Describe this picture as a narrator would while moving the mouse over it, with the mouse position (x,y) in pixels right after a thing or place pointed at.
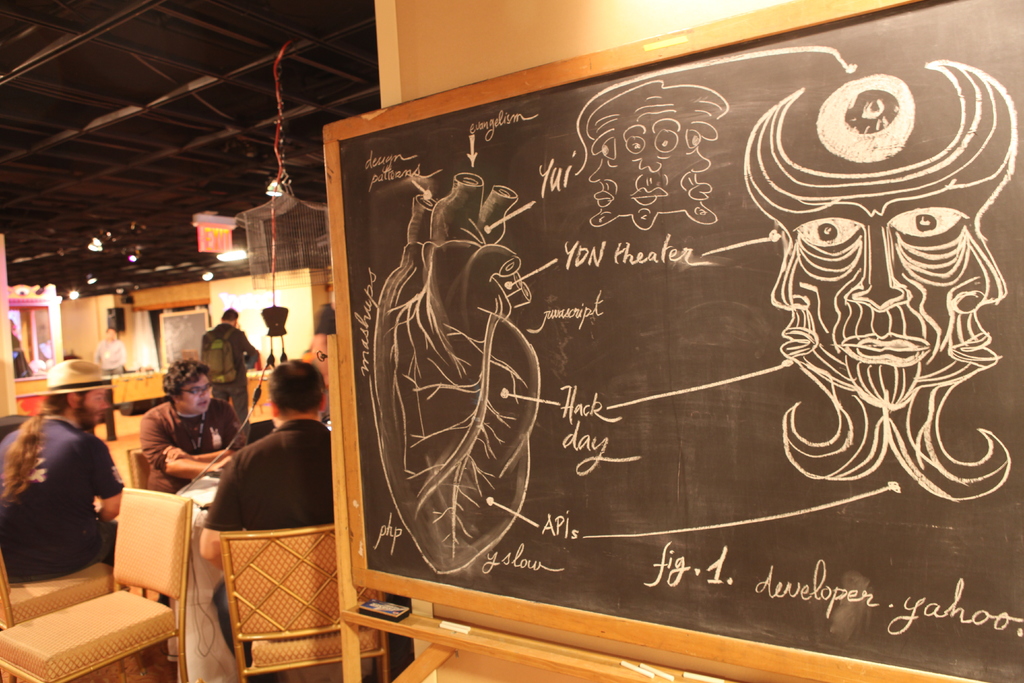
In the picture we can see some people (64,489) are sitting in a chairs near the table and we can also see a black board (388,238) with a drawings (417,243) heart (433,243) and face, and we can also find some lights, walls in the background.
